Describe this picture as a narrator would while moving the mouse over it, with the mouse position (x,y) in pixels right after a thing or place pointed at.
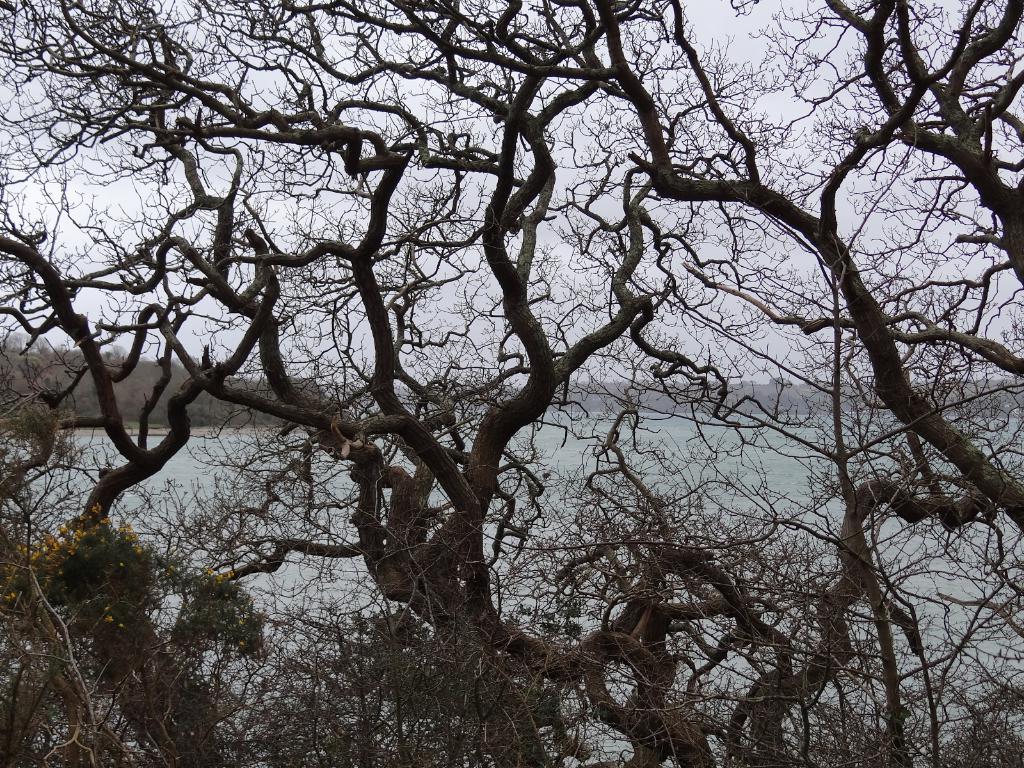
Here in this picture we can see trees (327,625) and plants (198,626) present over a place and behind that we can see water (86,482) present all over there and in the far we can see mountains (967,390) and we can see the sky (398,277) is cloudy.
